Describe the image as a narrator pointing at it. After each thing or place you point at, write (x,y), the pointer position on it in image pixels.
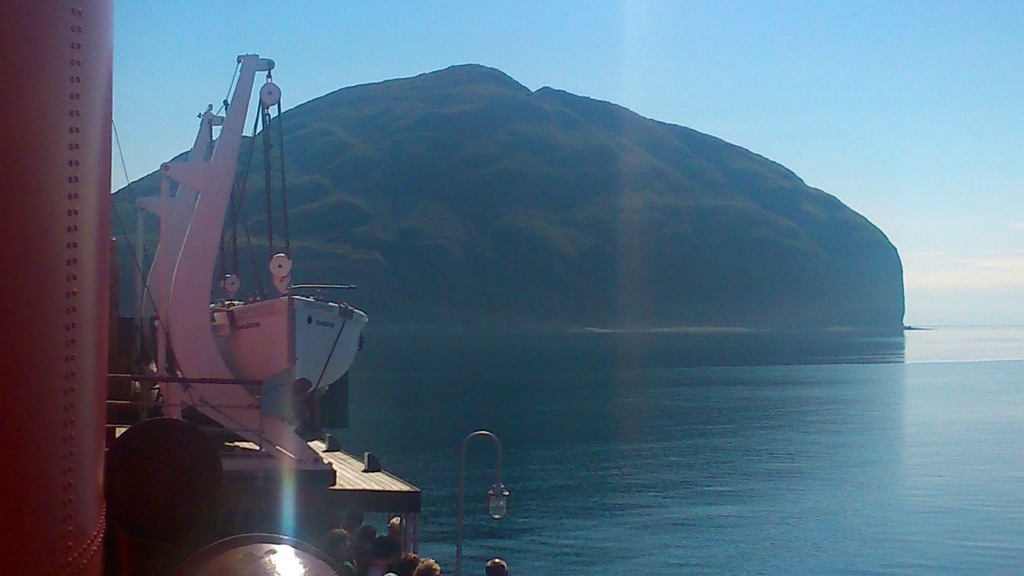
In the image we can see a boat (285,349), light (499,516), pole (462,451), water (653,515), mountain (577,205) and a sky (838,51). We can see there are even people (383,549) wearing clothes (382,566).
